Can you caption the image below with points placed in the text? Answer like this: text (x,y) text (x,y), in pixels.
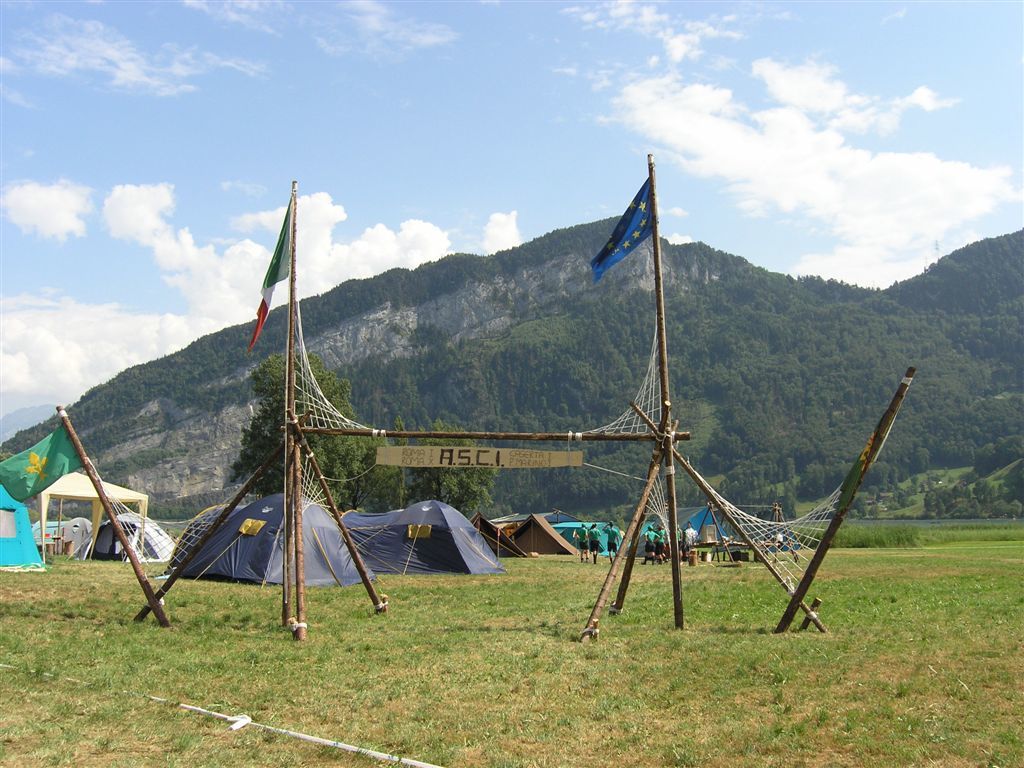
There are flags (287,262), net (316,383) and bamboos (624,590) on the grassland (608,566) in the foreground area of the image (627,527), there are tents (327,537), people (613,545), mountains (700,333) and the sky (753,202) in the background (488,129).
